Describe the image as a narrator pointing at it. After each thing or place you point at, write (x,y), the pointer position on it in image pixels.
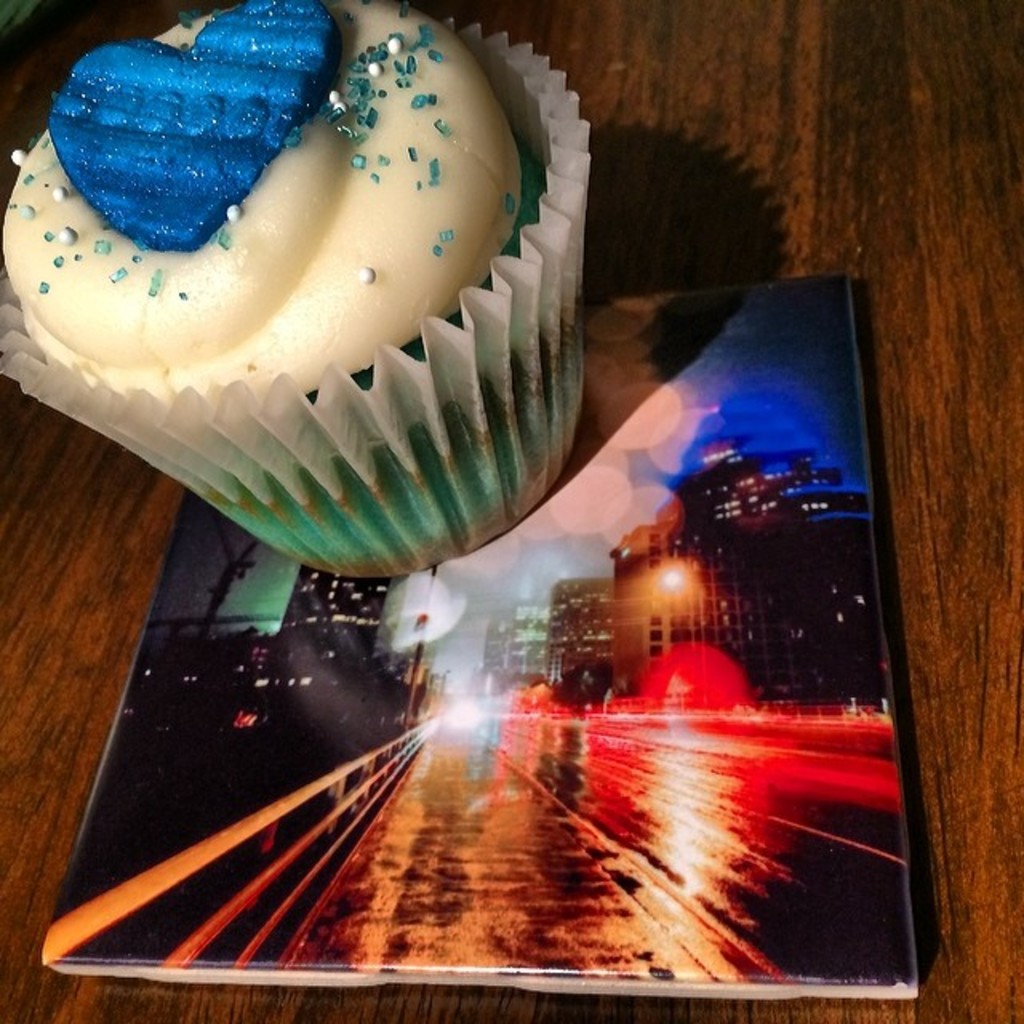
In this image, we can see a muffin (245,240) with cream (200,256), toppings (211,198) and paper cup (345,551) on the coaster (447,683). Here we can see few buildings (769,631), roads (494,760) and lights (706,645). This coaster (606,597) is placed on the wooden surface (784,1007).
